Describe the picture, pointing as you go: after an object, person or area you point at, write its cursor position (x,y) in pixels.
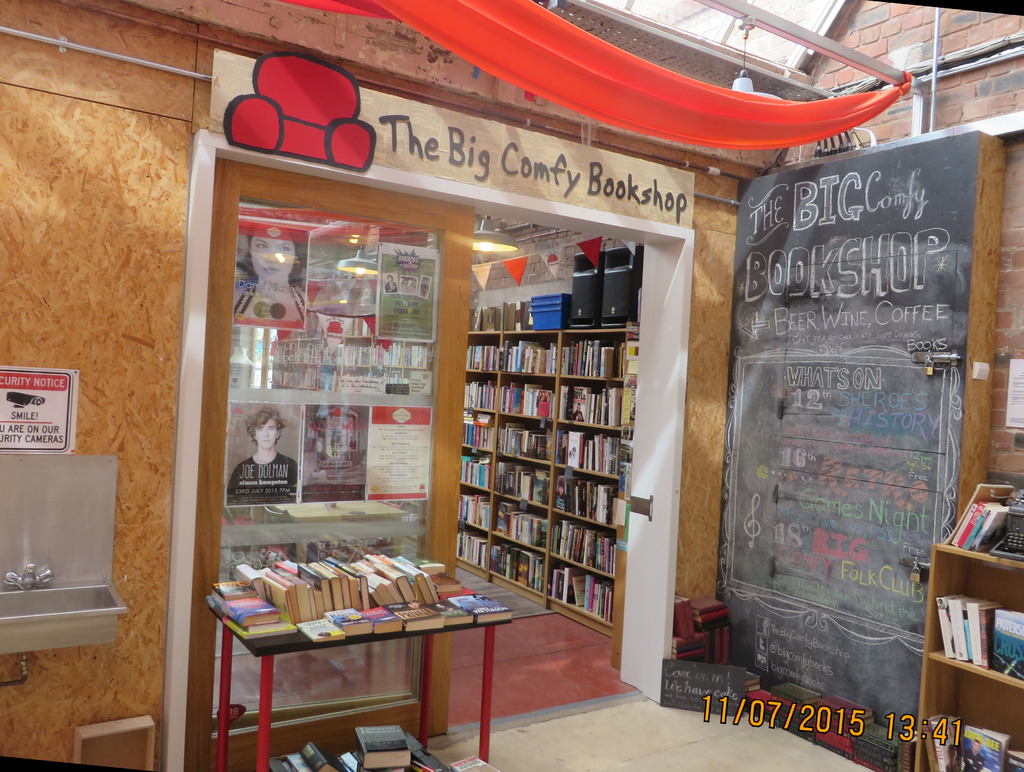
This is a picture of a bookshop (467,339), in the bookshop (538,179), we can see some shelves (519,373) with books (517,437) and other objects (575,287) on it, there are some posters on the glass (297,540), on the wall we can see a poster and a sink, in front of the bookshop (191,764) we can see a table (261,637) with some books (273,600) on it, there are some other books (400,747) on the ground (438,749), we can see a board (862,561) with text (857,510) on it and also we can see some text (872,374) in the shop (293,132).
